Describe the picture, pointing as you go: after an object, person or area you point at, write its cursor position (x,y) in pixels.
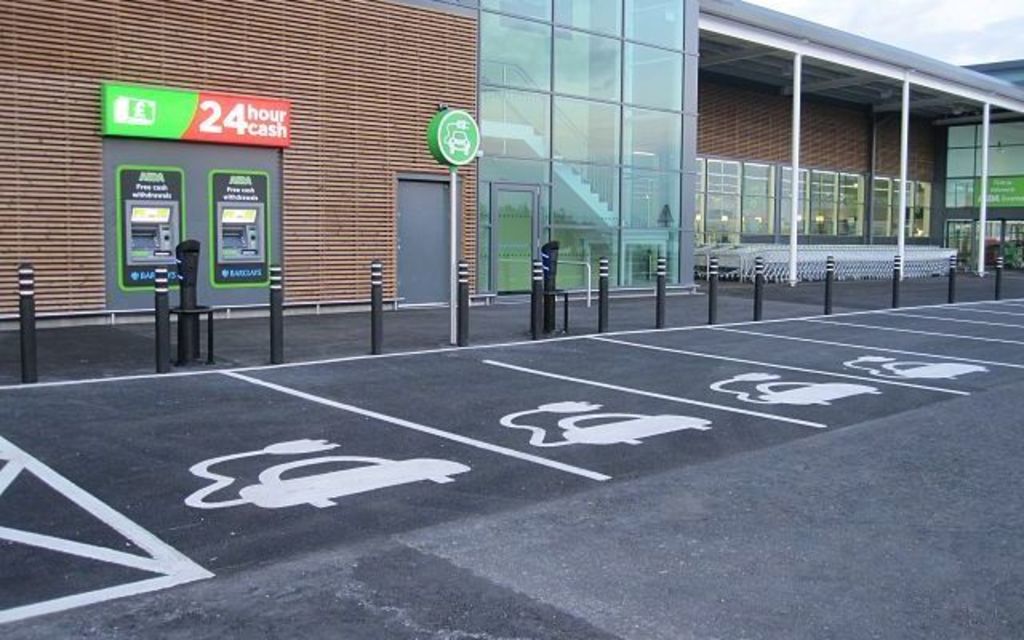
There is a road (488,386) in the foreground area of the image (767,497), there are posters (158,173), poles (985,140), buildings (786,174) and the sky (840,9) in the background (817,92).
